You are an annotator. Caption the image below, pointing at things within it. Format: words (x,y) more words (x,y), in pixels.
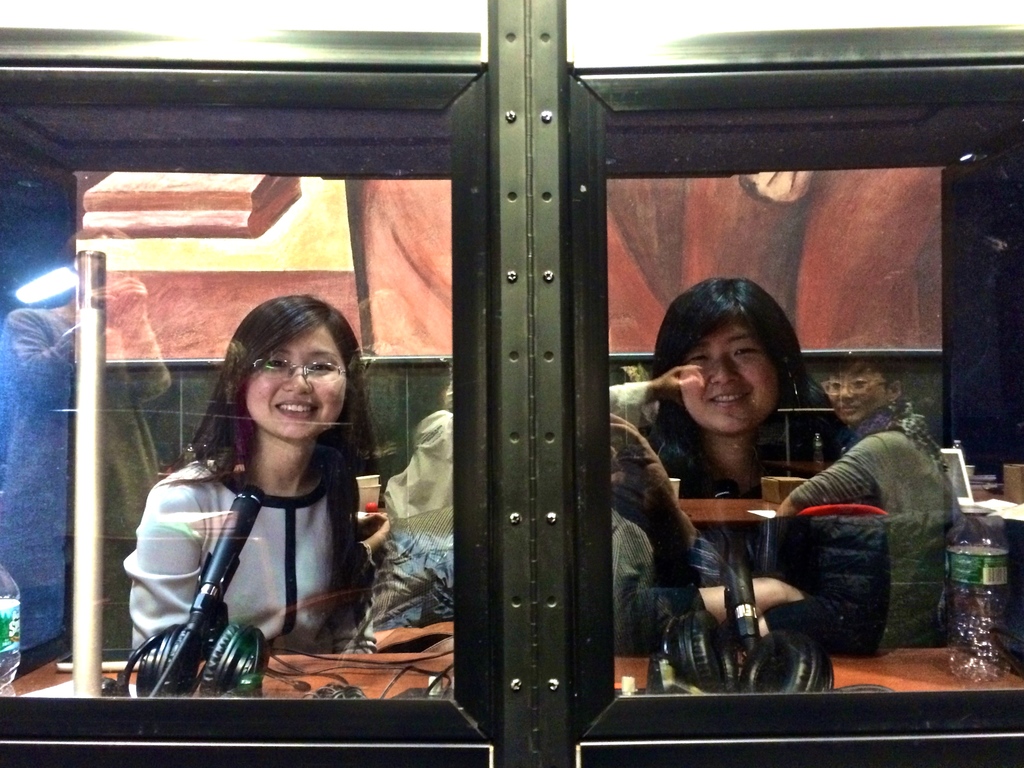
In the foreground of this picture (471,135), there is a metal door (696,57) and through the glass (422,205) of that door (497,393) we can see two women (304,354) sitting in front of a table (399,675) having mics (232,542), bottles (985,635) and cables (436,675) on it. We can also see the reflection (913,488) of a man (913,465) sitting on the chair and a scenery (841,226) in the background (802,226).
